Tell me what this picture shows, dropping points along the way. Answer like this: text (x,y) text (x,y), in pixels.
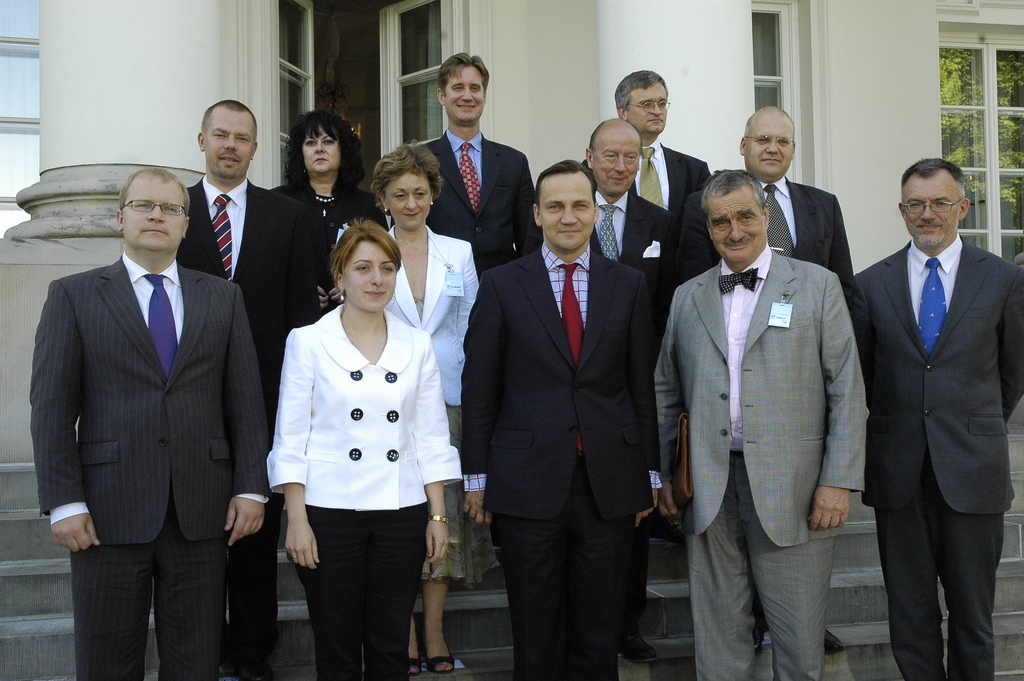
In the image there are a group of people (440,224) standing in front of a building (894,245) and posing for the photo, behind them they are huge pillars (602,50) and behind the pillars (207,35) there are few windows (295,70) and doors (414,12).
